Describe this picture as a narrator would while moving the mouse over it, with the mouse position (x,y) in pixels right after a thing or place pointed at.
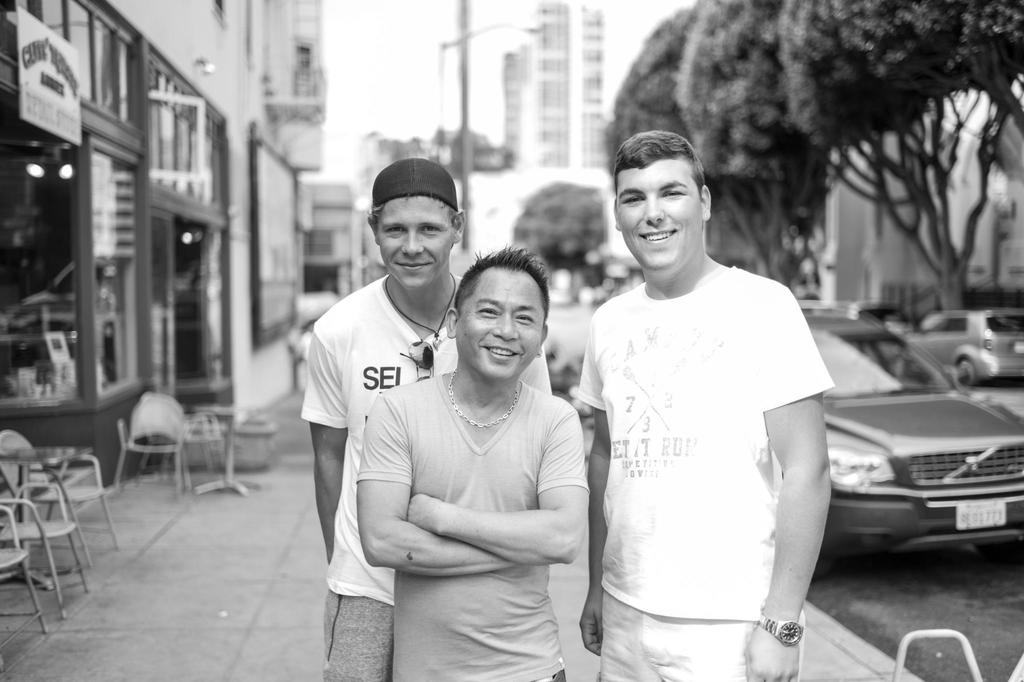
Black and white picture. Front these three people (692,463) are standing and smiling. Background (880,401) we can see buildings (515,195), trees (548,225), vehicles (844,388), pole (466,236), sky (372,46) and chairs (11,450). This is board (46,56).
